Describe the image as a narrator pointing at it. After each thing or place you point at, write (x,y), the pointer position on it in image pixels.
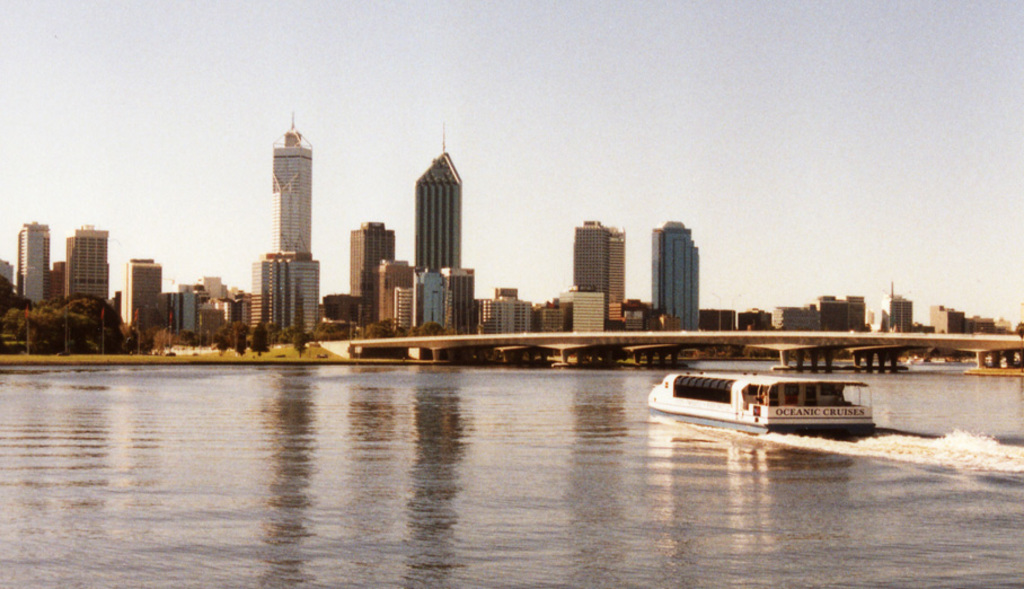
In this image I can see a ship (720,422) which is white and black in color in the water (707,458) and in the background (491,343) I can see the bridge (506,342), few trees (275,343), few buildings (210,318) and the sky (201,172).
